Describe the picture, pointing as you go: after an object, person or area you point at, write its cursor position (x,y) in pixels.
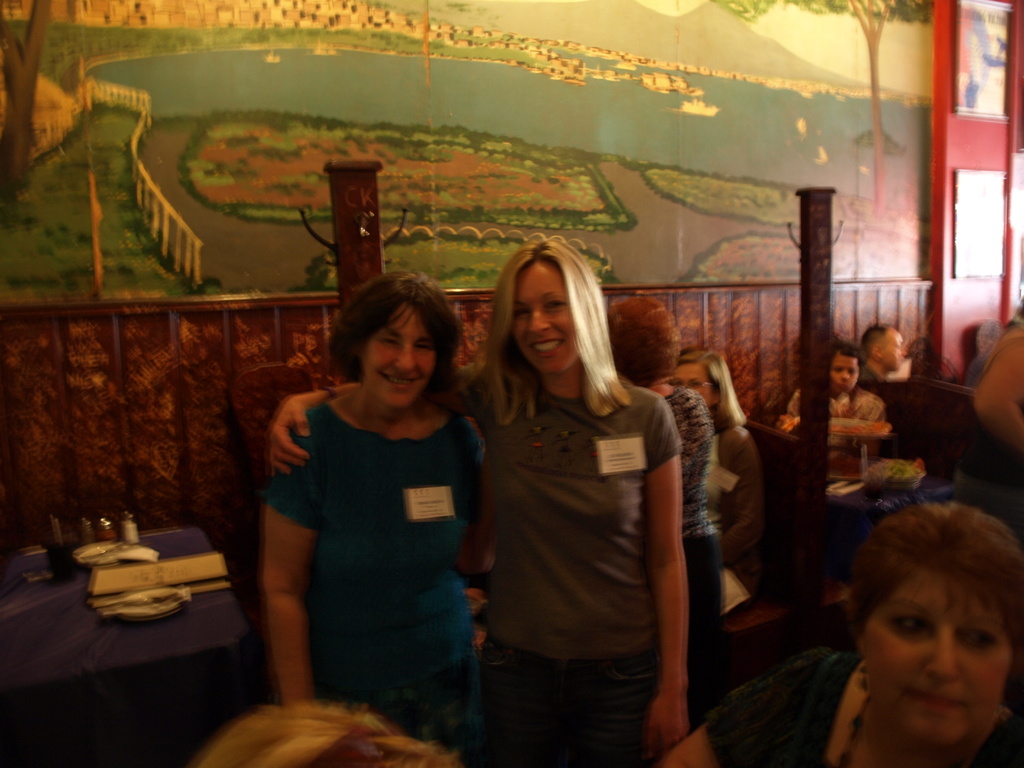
In this image I can see people (606,691) where few are standing and rest all are sitting. I can also see few tables (182,533) and on these tables (50,631) I can see few stuffs (141,547). Here I can see smile (555,342) on their faces (565,330) and in background (426,225) I can see painting (420,90) on wall (277,152). I can also see this image is little bit blurry.
